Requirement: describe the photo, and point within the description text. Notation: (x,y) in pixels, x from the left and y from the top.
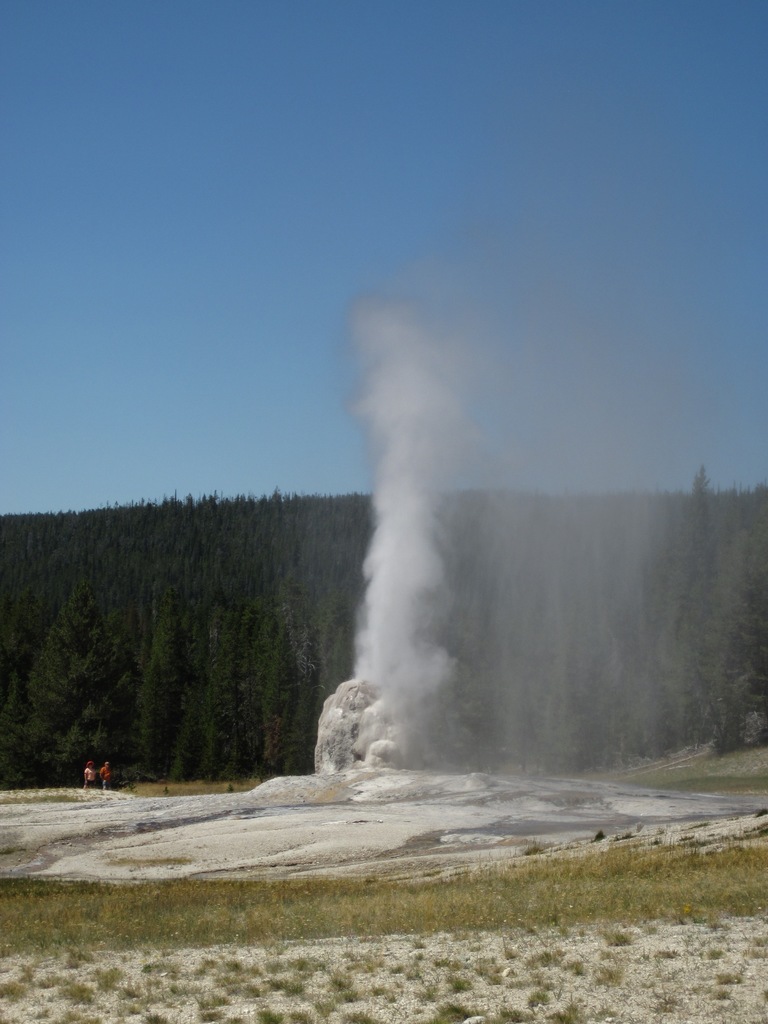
In this image I can see grass (313,909), rock (317,844), two persons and smoke (419,676). In the background (209,761) I can see trees (223,565), mountains (223,565) and the sky (244,415). This image is taken may be near the mountains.
